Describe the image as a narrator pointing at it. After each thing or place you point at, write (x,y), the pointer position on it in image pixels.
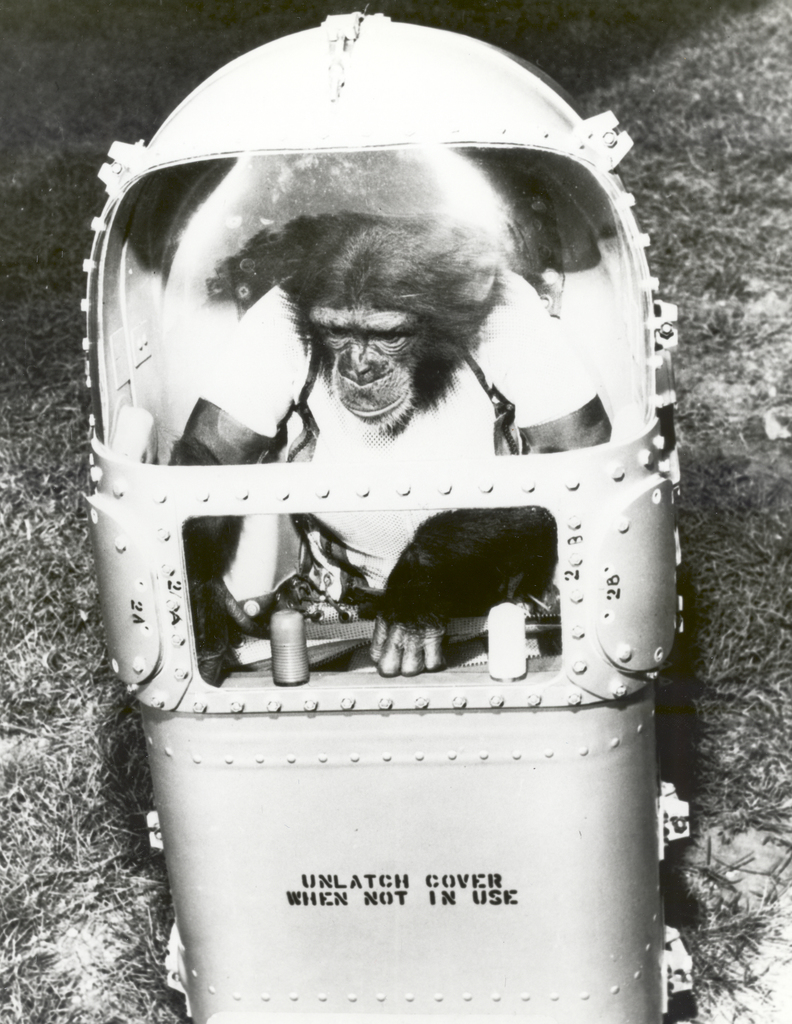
In the center of the image (310,456) we can see monkey (309,287) in a box (586,907). In the background (788,496) we can see grass (85,1023).
